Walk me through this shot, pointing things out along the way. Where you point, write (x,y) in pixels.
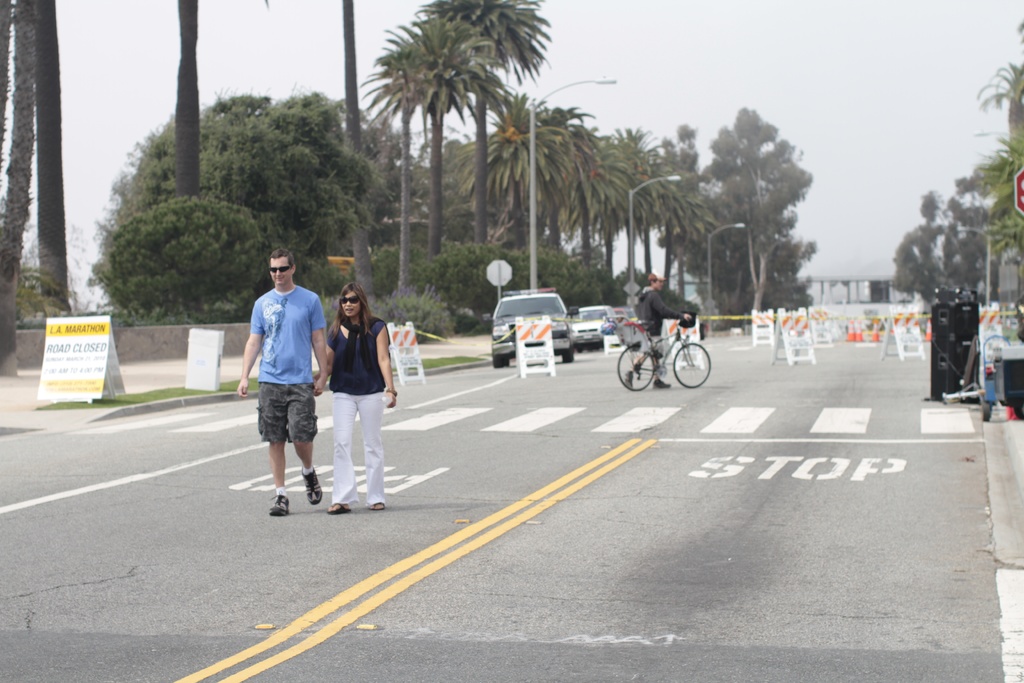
In this picture i could see some persons (288,382) walking on the main road (457,384) in the background (327,203) i could see some trees (377,190) and cloudy sky (797,85) and some cars (580,317) parked at the back (603,316).
